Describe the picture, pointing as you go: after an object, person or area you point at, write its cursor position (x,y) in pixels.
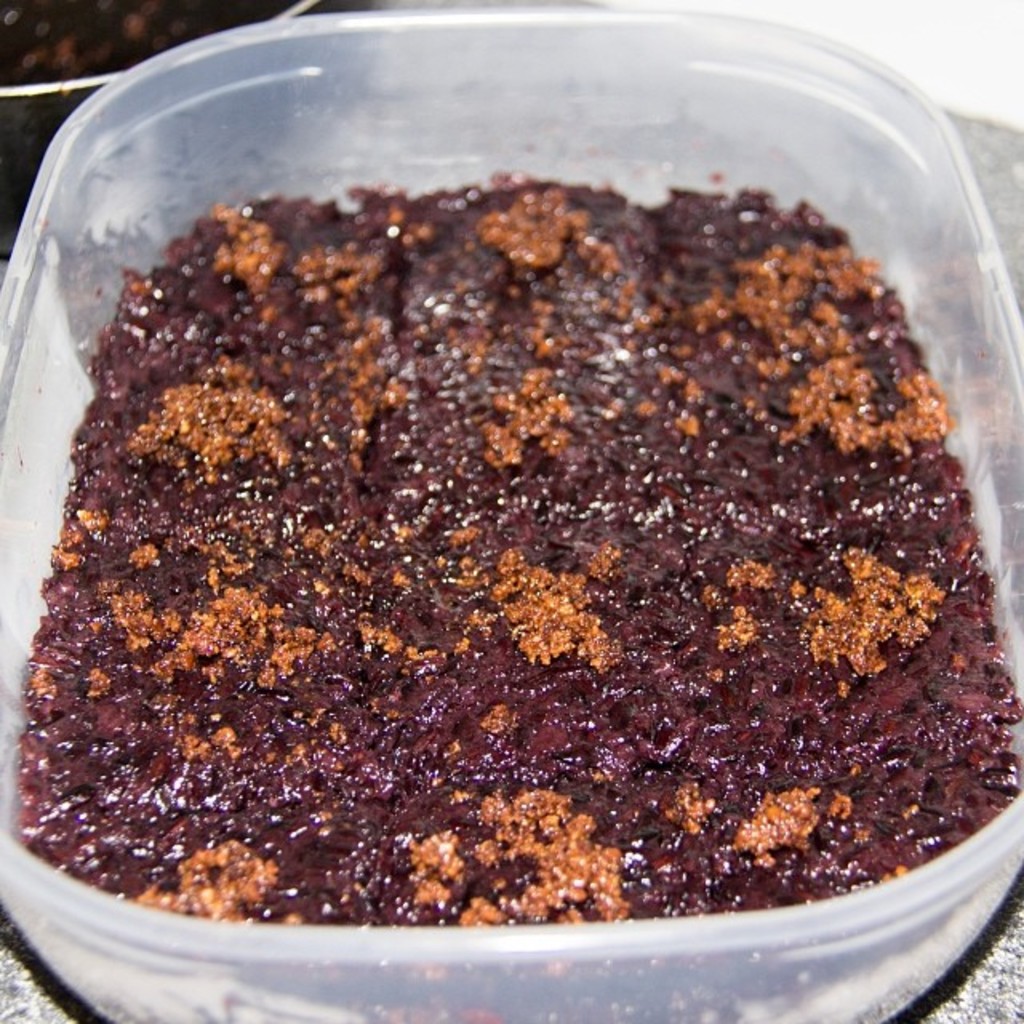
In this picture I can see food item (487,486) in the plastic box (287,150).
